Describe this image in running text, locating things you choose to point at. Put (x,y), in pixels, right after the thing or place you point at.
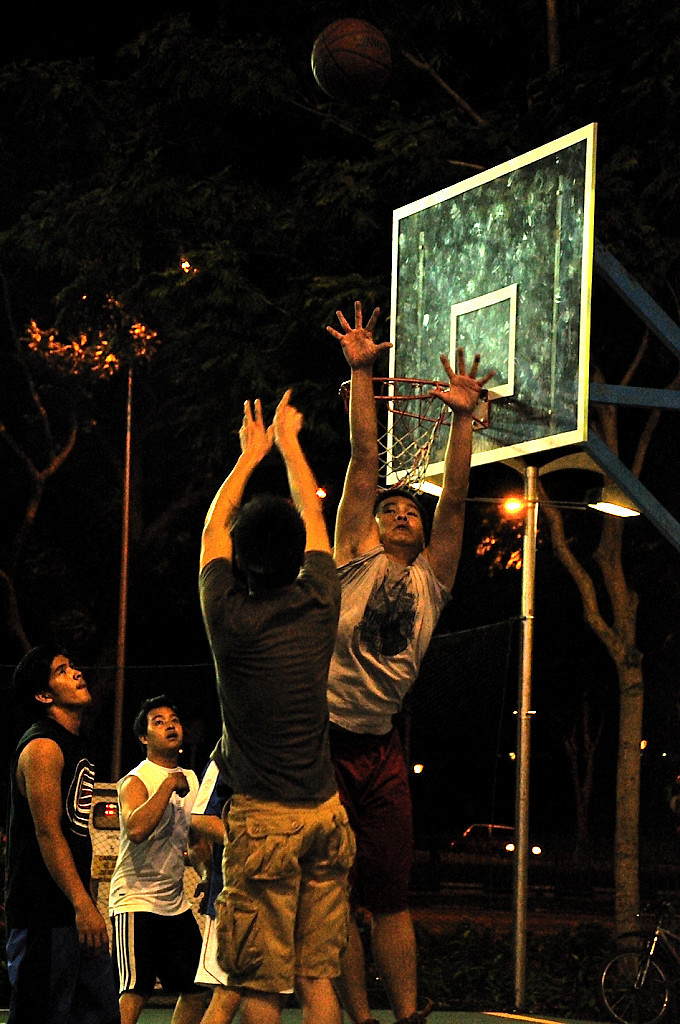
In this picture, we see two men (341,719) are jumping and they are trying to catch the ball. Behind them, we see men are standing. I think they might be playing the basketball. On the right side (582,509), we see the street light (528,500) and a basket (486,462). There are trees (166,362) and lights (88,343) in the background (139,414). This picture is blurred in the background (483,568).
